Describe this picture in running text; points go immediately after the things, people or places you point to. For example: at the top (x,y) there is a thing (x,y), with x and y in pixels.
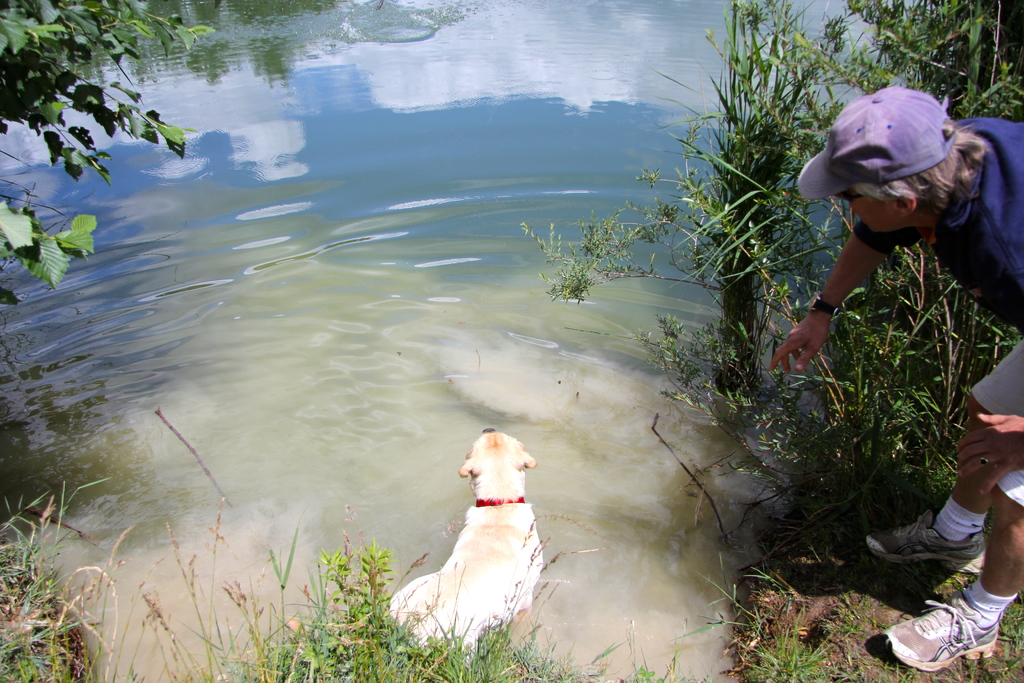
This image consists of water (371,382). At the bottom (436,607), we can see a dog (424,608) and green grass (31,653). On the left (27,74) and right, there are plants (913,380). On the right (971,422), we can see a person (944,230) wearing a purple cap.
